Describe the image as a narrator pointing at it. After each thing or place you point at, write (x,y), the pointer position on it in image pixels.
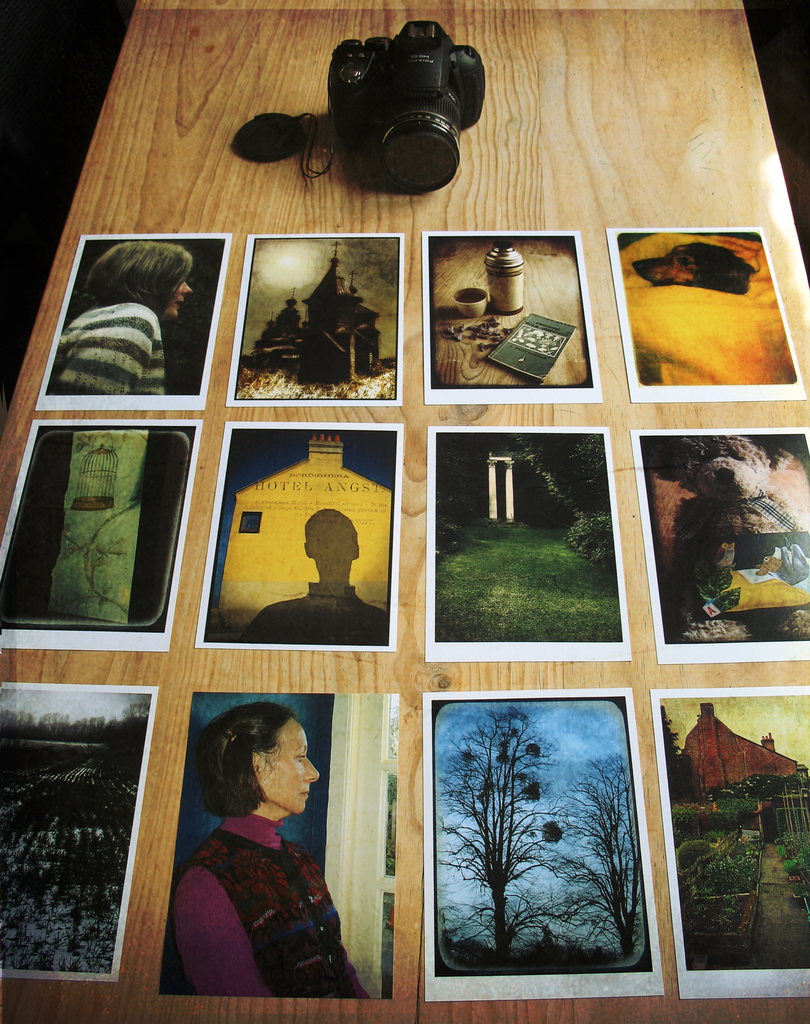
In the image there is a camera (427,124) with many photographs (233,508) in front of it on a wooden table (576,118).
